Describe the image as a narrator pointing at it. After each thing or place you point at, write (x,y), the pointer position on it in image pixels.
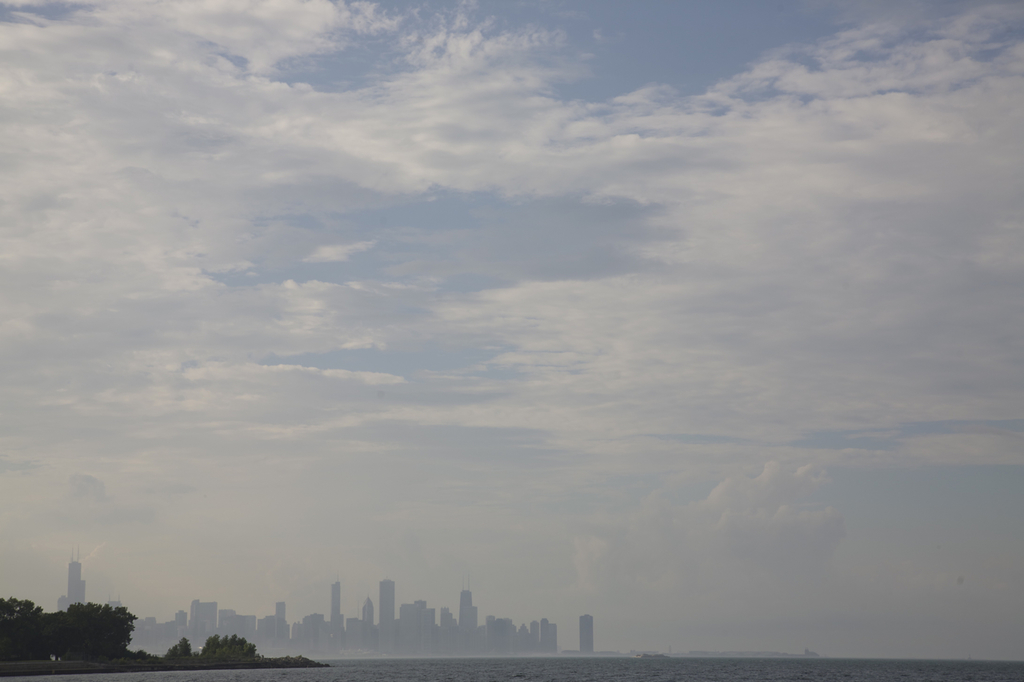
In this image, we can see the cloudy sky (579,275). At the bottom of the image (331,679), we can see the water (343,675), trees (5,646) and buildings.
